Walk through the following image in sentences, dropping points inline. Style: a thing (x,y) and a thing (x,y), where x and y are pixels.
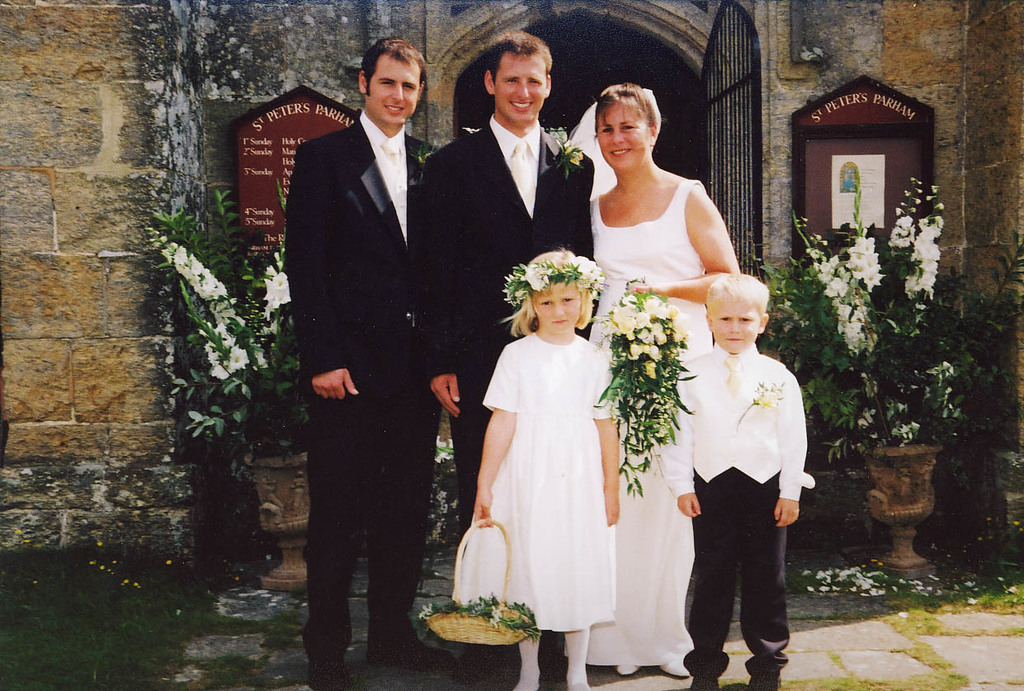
In this picture there are three persons (606,252) and two kids (616,504) standing and there is a building (442,115) and two flower vases (245,394) behind them.
